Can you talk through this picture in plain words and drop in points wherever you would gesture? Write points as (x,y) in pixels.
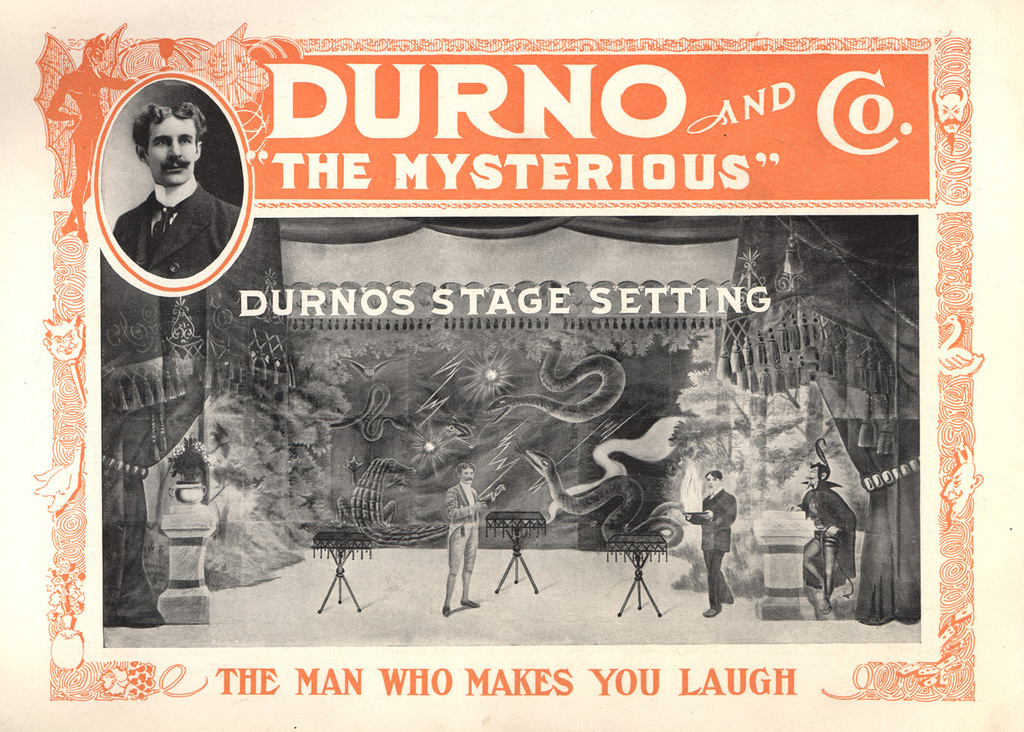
In this image we can see a poster (529,229) with some text (408,172) and an image of a person (164,177) on the left side (178,169) and in the middle of the poster (652,415) there is an image of persons (473,519), tables (635,550), a curtain (823,352) and a banner (607,500) with design (467,390).
